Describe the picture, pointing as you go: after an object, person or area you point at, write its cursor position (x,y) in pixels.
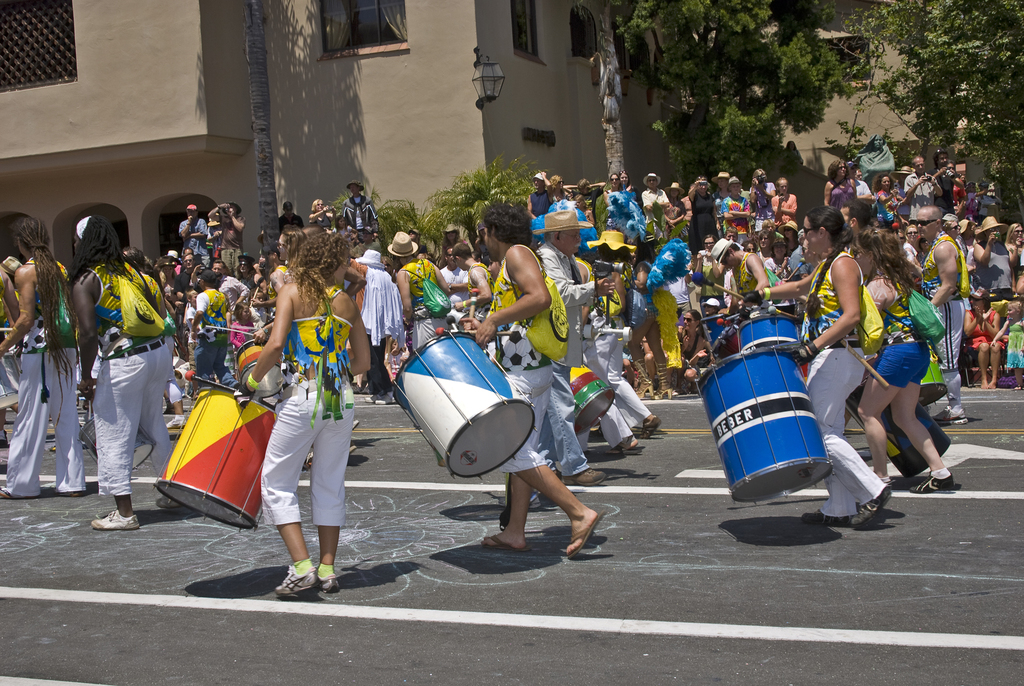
In this picture there are a group of people (523,271) standing playing the drum (914,453) with drumsticks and there also some group of people (649,207) standing behind and in the background (393,61) there is a building (814,140) and a tree (785,110).
